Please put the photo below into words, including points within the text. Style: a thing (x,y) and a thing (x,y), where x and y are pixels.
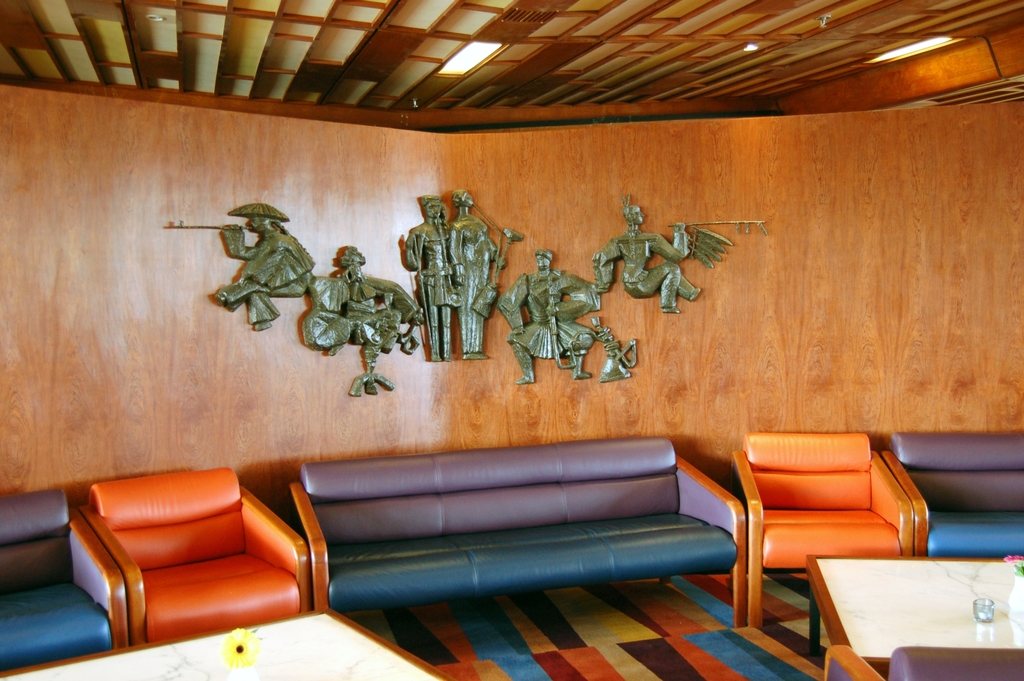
It is a room (346,477) there are different colors of sofas (594,501) in the room (288,484), in front of them there are two tables (863,609), behind the sofa (548,504) there is a wooden wall (758,197) and sculptures (470,263) on the wall (391,243).
